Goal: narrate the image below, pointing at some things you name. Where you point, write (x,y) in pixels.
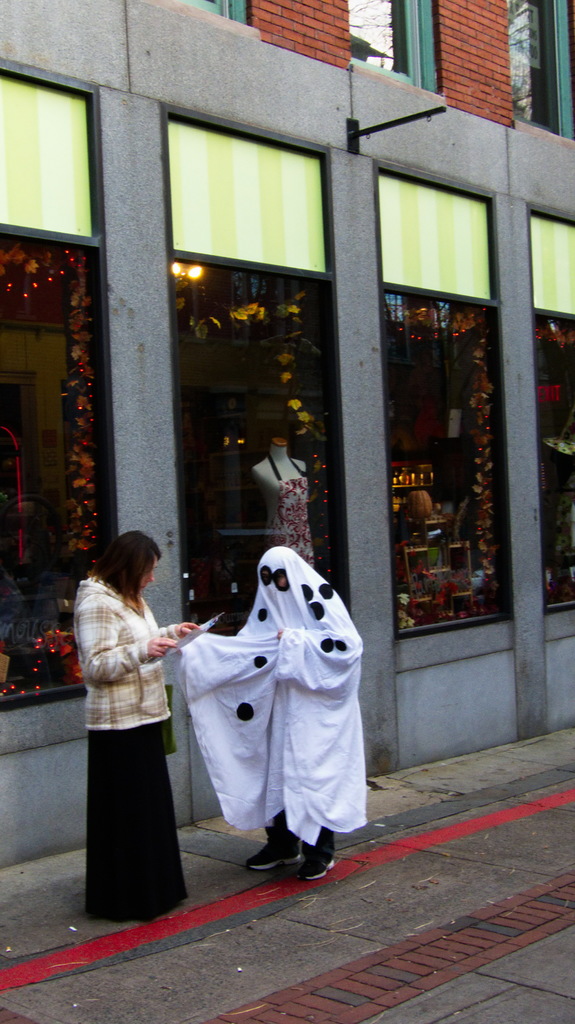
In this picture I can see two persons (293,664) standing, a person (297,657) in a fancy dress (283,652), another person (137,545) holding an item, and in the background (502,559) there is a building (311,351), a mannequin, there are lights (488,559) and some other items (484,556).
